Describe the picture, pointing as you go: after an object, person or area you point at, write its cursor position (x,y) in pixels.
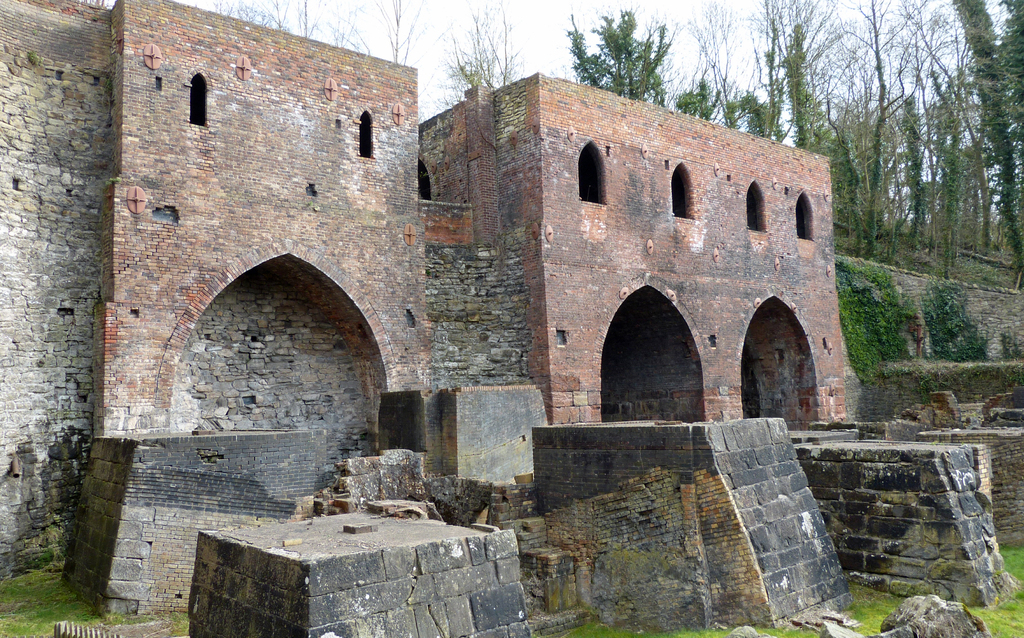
This image is taken outdoors. At the top of the image (473,24) there is the sky (581,21). In the background (710,95) there are a few trees (939,214) and there is a ground (967,265) with grass (980,267) on it. In the middle of the image (456,306) there is an architecture (208,350) with brick walls (283,273) and there are a few creepers (880,325). There are a few cornerstones (879,494).
